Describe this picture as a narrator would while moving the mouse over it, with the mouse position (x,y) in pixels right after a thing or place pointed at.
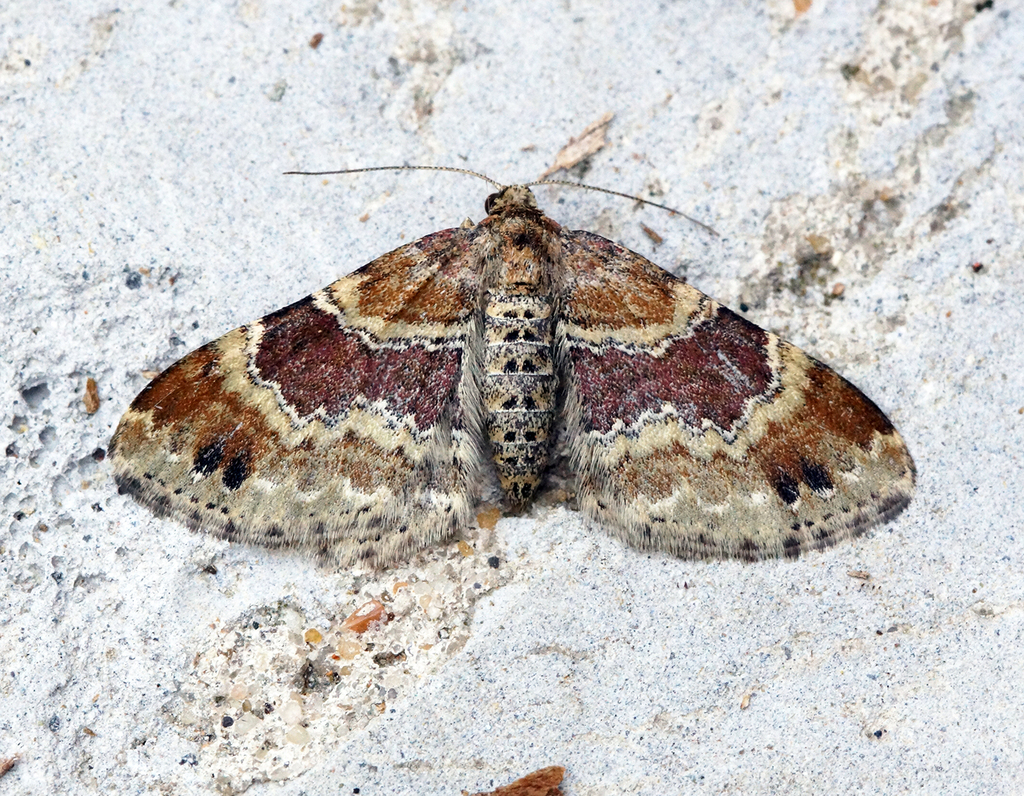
In this image, we can see a moth (661,340) on the white colored surface (553,678).
